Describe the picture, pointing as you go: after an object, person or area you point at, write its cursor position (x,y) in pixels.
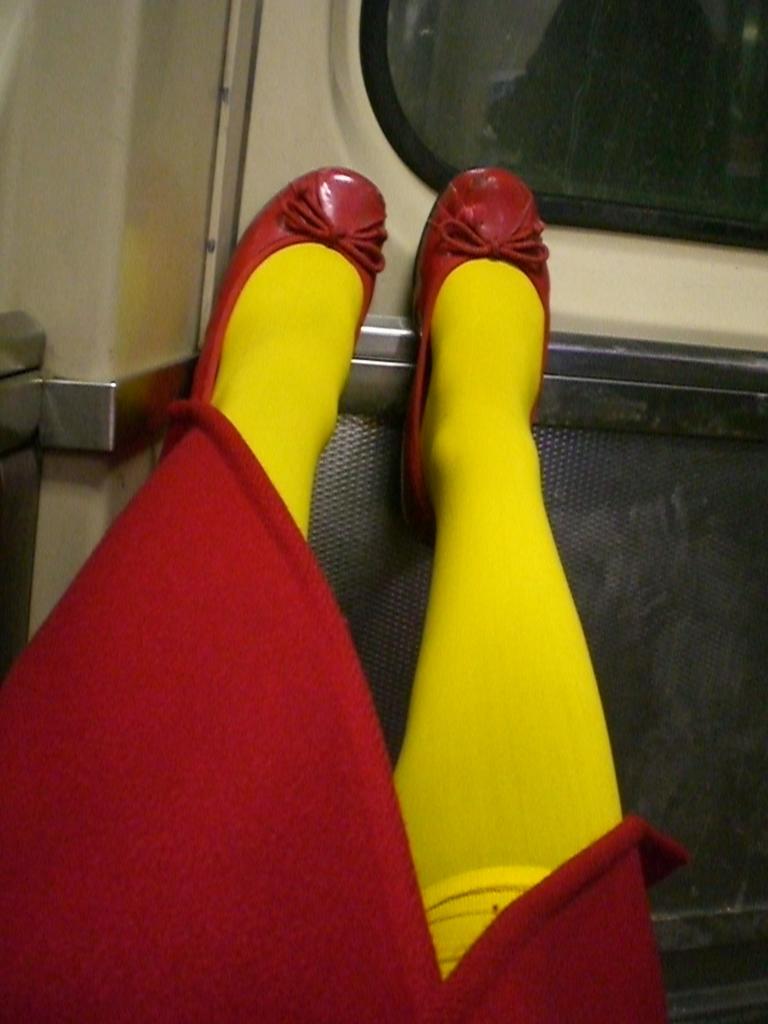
In this image in the front (475,555) there are legs (502,621) of the person (482,590). In the background (83,283) there is a window (491,128) and there is a wall (33,154).
